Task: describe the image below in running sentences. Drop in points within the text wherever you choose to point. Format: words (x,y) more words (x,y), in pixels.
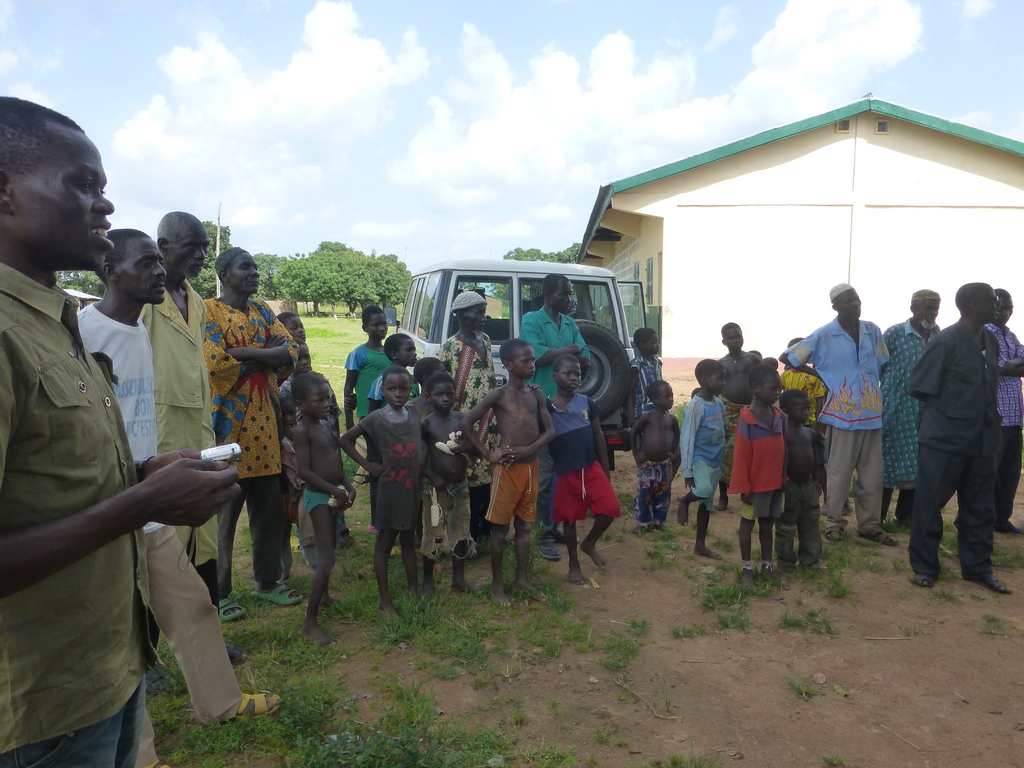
In this image we can see people (445,496) standing on the ground (374,638). In the background (535,227) there are sky (529,189) with clouds (254,181), building (682,290), motor vehicle (506,303), trees (208,228) and grass (536,582).
